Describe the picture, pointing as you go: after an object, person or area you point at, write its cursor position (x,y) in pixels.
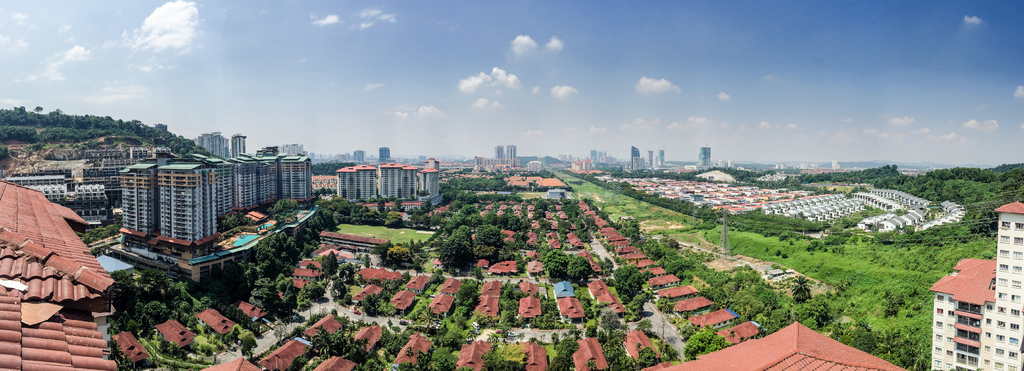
In this image we can see there are buildings (233,254), trees (379,308), grass (426,235) and houses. At the top (449,85) we can see the sky (405,73).
